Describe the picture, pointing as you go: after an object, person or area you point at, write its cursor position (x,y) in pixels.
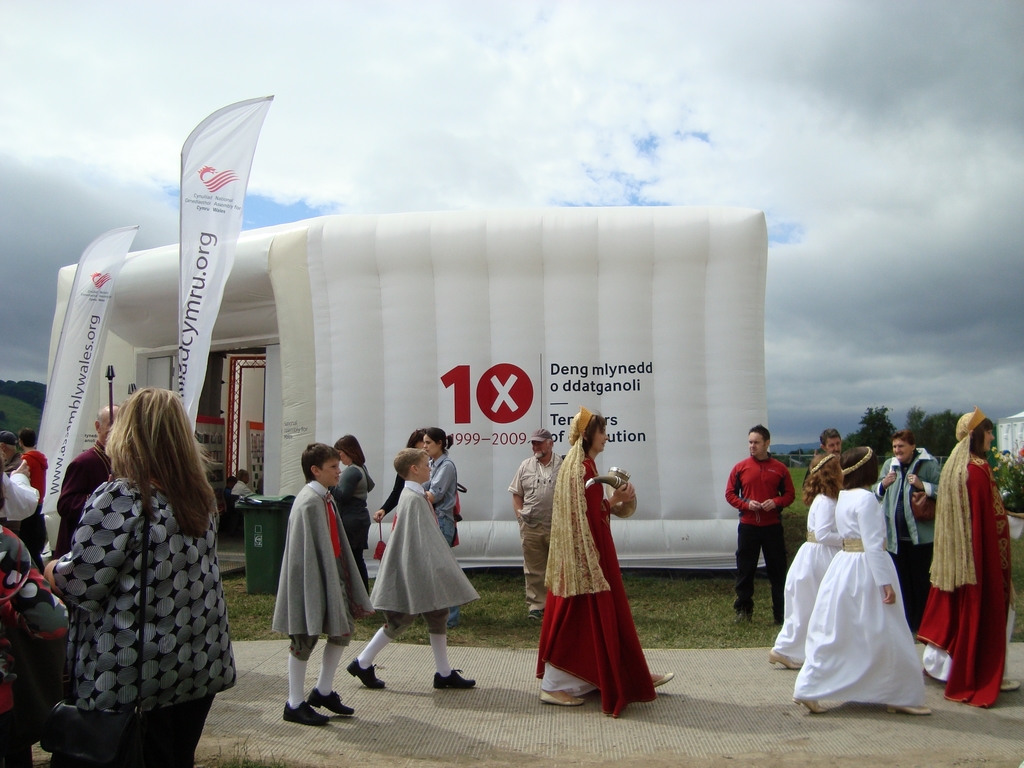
In the foreground of this image (307,509), there are few people (637,674) standing and walking on the path (808,737) and grass (672,618). Behind them, there is an inflatable object (390,317), two flags (190,311) and the sky (617,125) at the top (575,132). In the background (878,415), there are trees (33,389).
